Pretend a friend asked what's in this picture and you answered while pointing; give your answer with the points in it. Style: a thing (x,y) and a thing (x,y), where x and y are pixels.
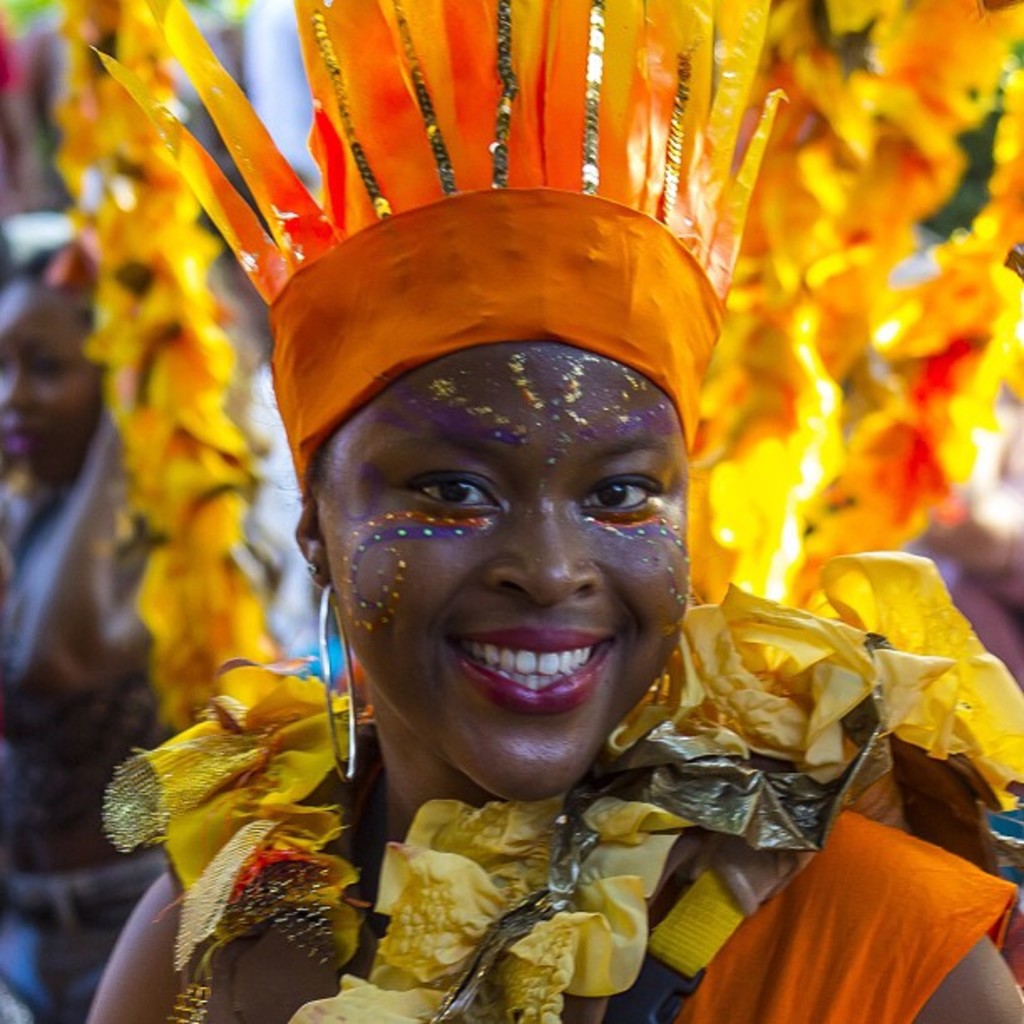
In this image, we can see a person (869,760) wearing clothes (911,908). In the background (876,297), image is blurred.
